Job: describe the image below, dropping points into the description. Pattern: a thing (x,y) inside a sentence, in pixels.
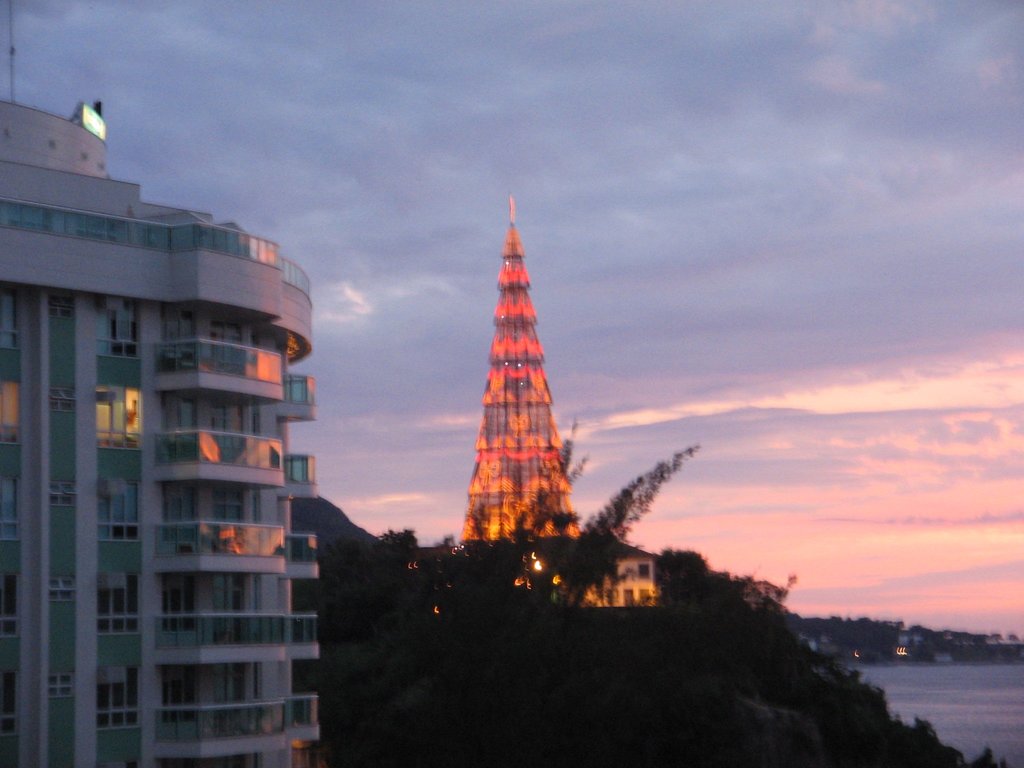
In this image in the front (163,424) there is a building (160,492). In the center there are trees (573,639). In the background (863,633) there is a tower (516,432) and there are trees (821,639), there is water (934,687) and the sky (627,198) is cloudy.
